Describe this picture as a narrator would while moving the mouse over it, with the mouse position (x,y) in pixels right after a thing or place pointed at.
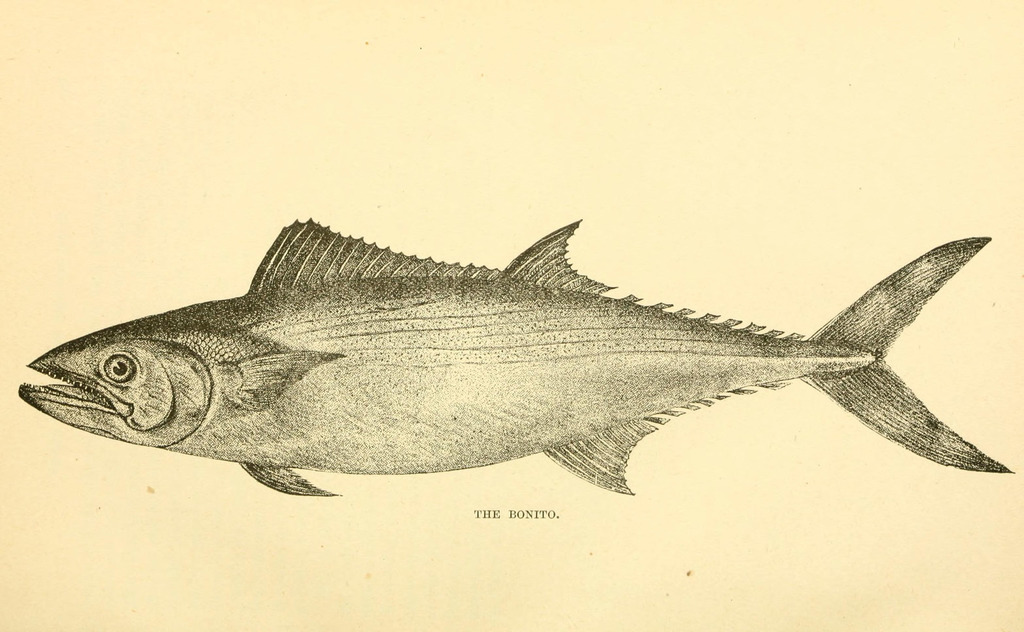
In this picture we can see a fish (842,336) and below the fish (815,358) we can see a name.
